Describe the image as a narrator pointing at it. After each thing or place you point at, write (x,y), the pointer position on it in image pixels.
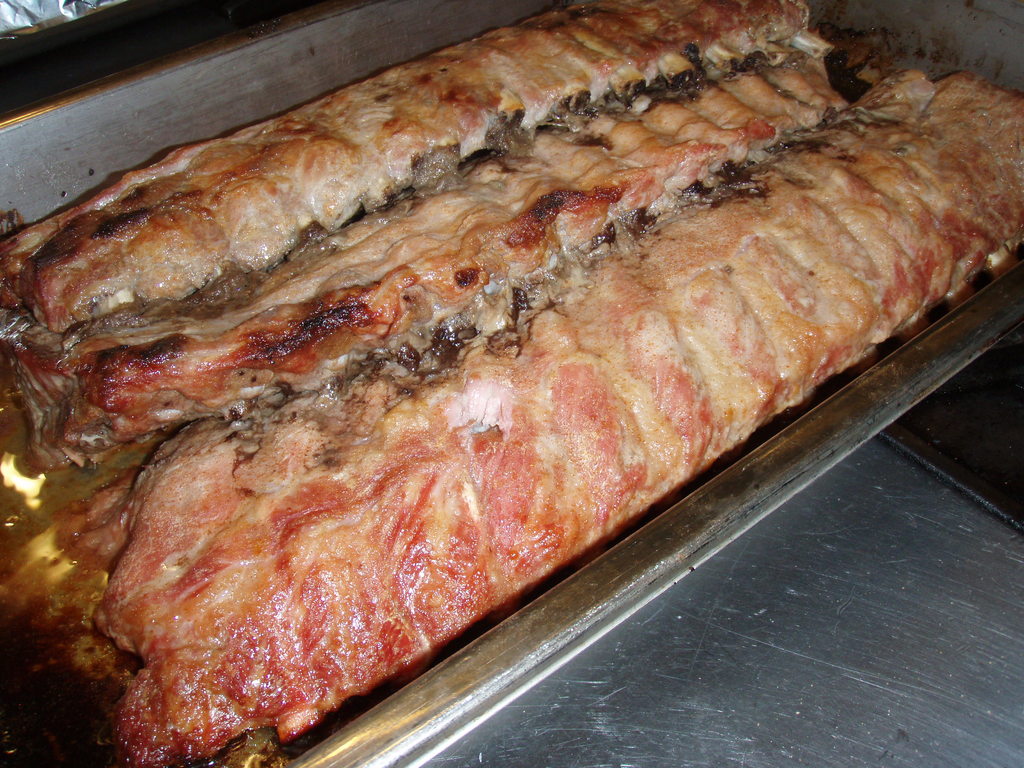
We can see food (408,203) in a steel container (611,541).
